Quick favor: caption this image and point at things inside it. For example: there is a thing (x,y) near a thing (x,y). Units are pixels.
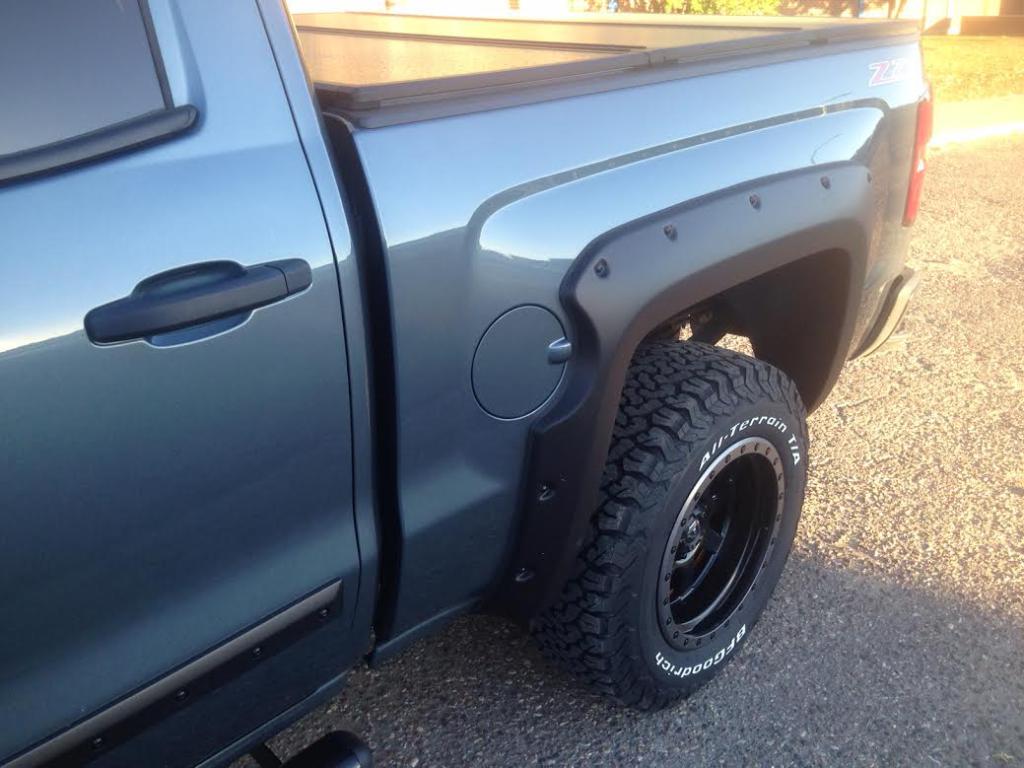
There is a vehicle (665,511) and there are trees (732,3) at the back (765,7).
